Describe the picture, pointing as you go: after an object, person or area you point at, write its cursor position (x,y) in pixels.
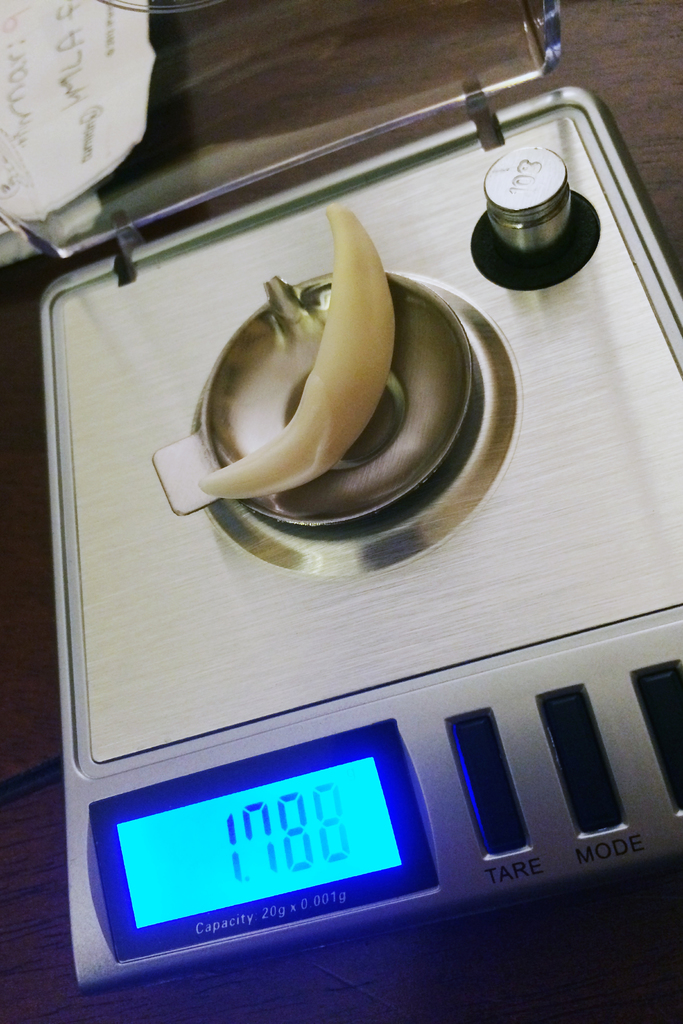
In this picture i can see an object (362,397) on a digital weight machine (290,520). On the screen (268,802) I can see some numbers (295,820).
